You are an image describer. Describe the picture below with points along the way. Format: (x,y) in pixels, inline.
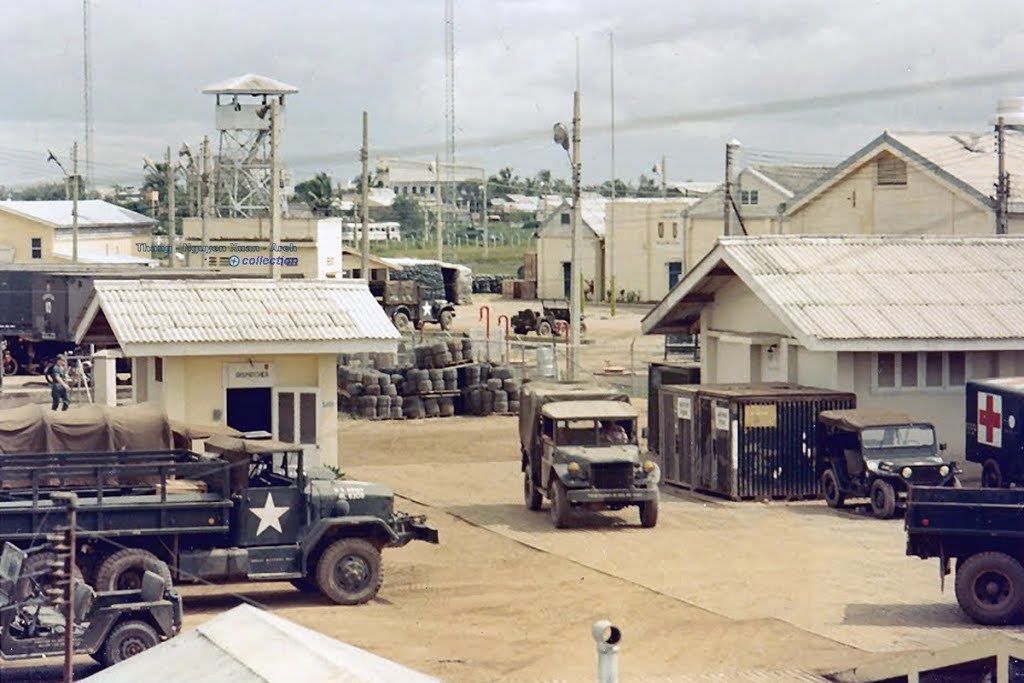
In the image there are few trucks (588,398) going on the road (680,536) and there are homes (202,355) all over the image with electric poles (174,244) in front of it and in the background (506,142) there are trees (420,234) and above its sky (675,90).
